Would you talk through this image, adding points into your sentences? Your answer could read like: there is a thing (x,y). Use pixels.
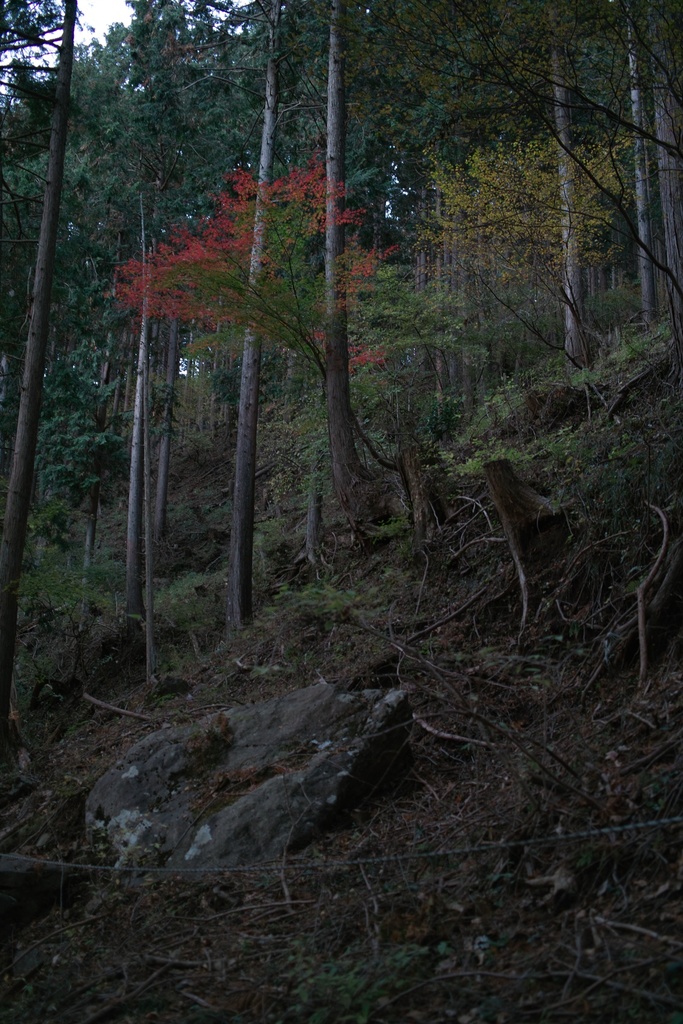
In this image we can see few trees (401,201) and a stone (291,753) on the ground (276,645) and the sky (88,12) in the background (95,22).
